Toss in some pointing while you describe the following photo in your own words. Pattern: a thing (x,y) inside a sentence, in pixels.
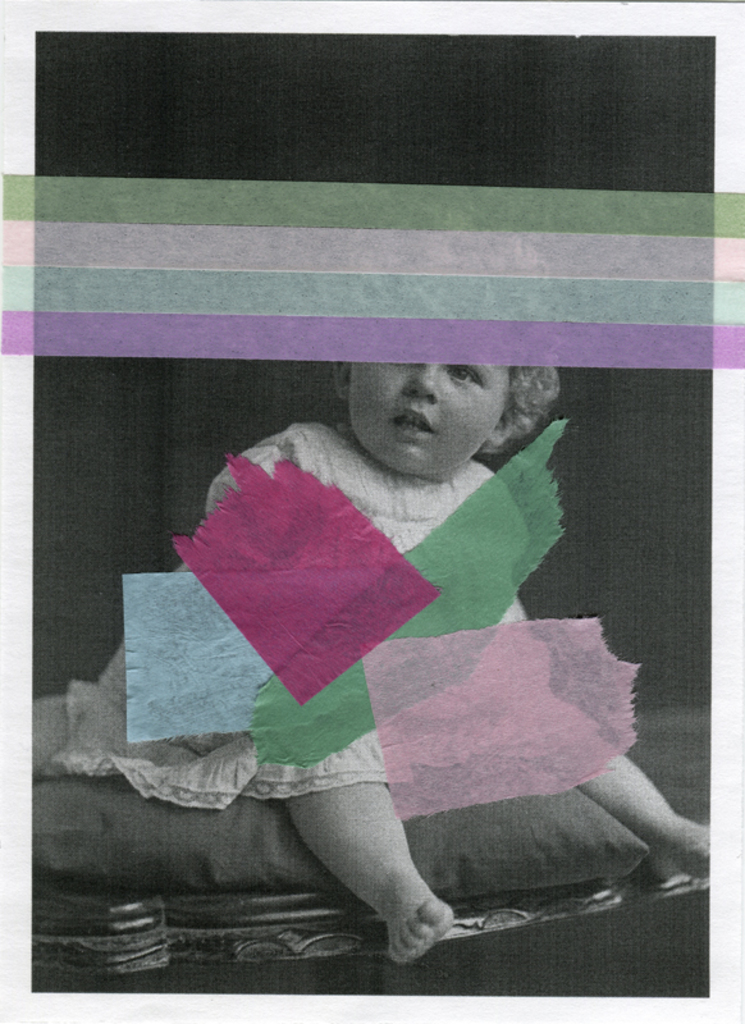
This is edited image. In this image we can see a child (387,872) sitting on the pillow (589,872).
